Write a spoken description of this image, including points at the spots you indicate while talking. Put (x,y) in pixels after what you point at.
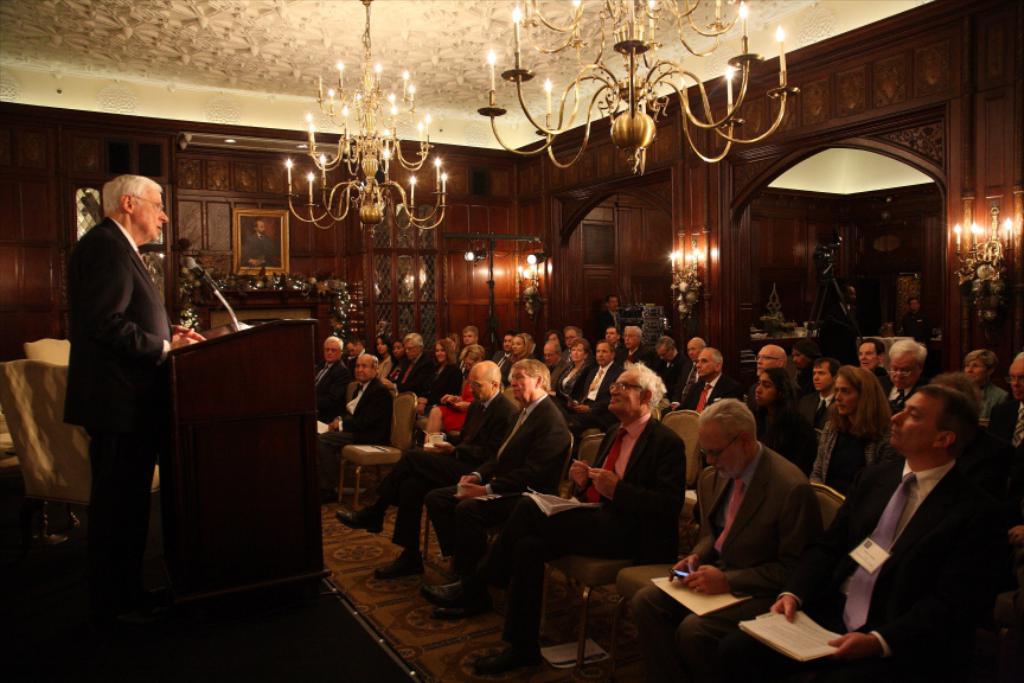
In the image there is an old man (140,286) in black suit (121,267) talking on mic (189,260) on the left side (228,333) in front of dais (256,504) and on the right side (724,625) there are many people (614,417) sitting on chairs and there are chandeliers (380,106) on the ceiling (312,14), in the back (260,246) there is a portrait (260,231) on the wall (649,243).
